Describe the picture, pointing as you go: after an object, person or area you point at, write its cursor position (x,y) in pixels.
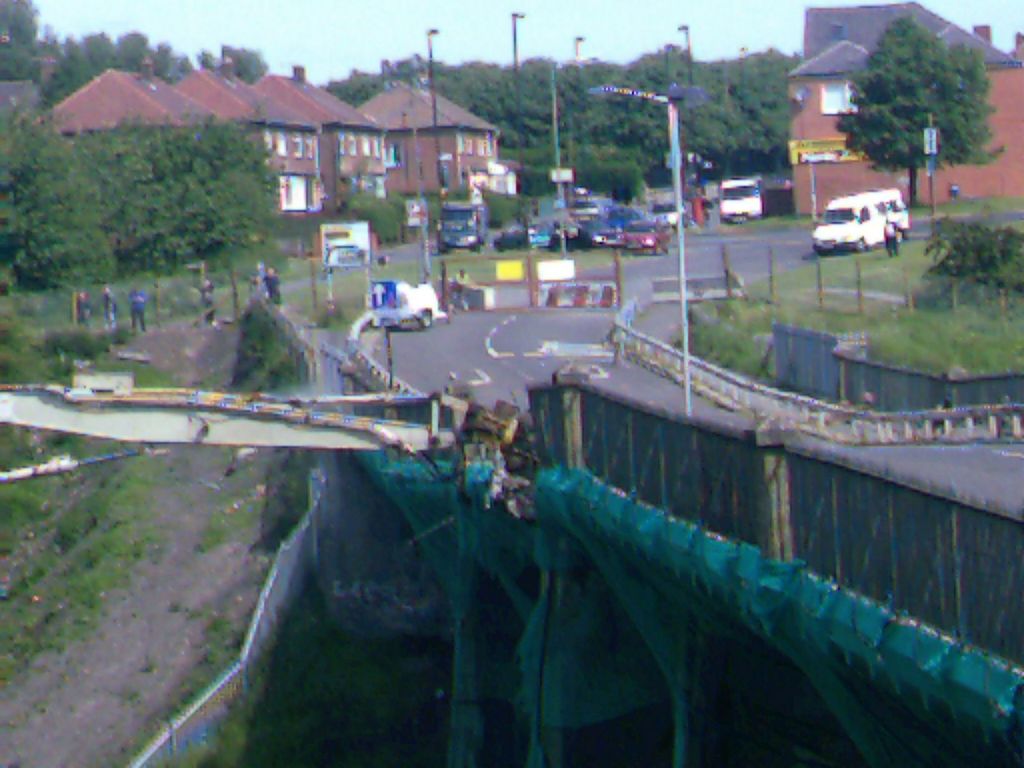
In this image we can see a few vehicles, there are some buildings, trees (502,111), poles (677,220), lights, grass (820,310), people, wall (826,385) and the boards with some text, in the background (790,14) we can see the sky (792,44).
